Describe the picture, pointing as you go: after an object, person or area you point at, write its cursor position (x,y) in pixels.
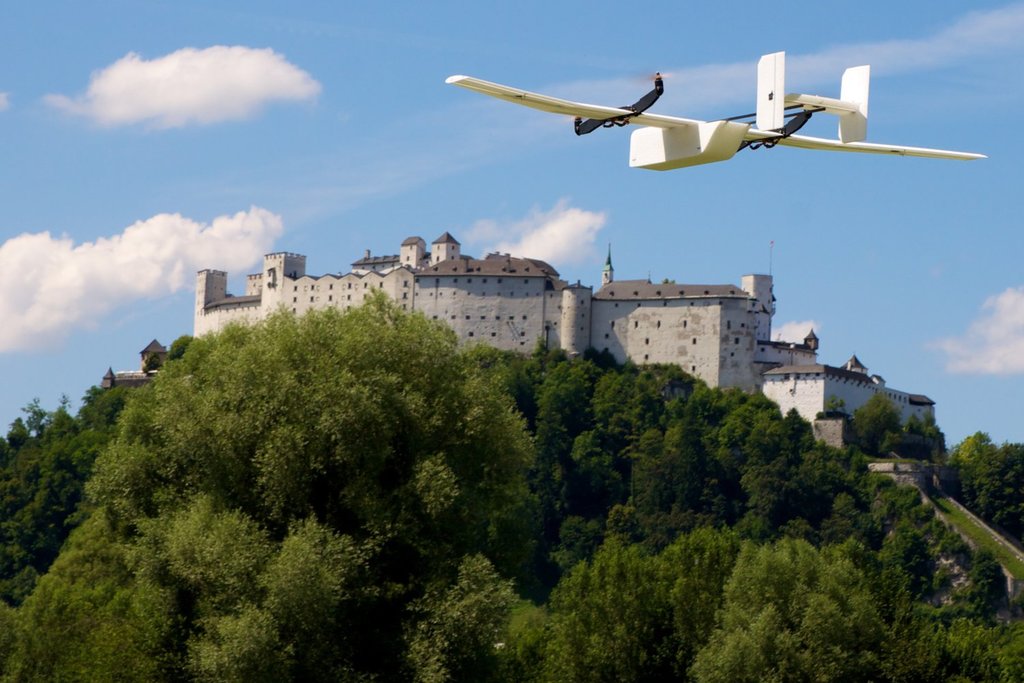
At the bottom of the picture (678,544), we see the trees (624,503). In the middle of the picture (432,301), we see the building (728,357) or a castle (458,334) with a grey color roof (474,263). At the top (712,140), we see an aircraft (645,144) in white color is flying in the sky (611,149). In the background (406,142), we see the clouds (198,106) and the sky (242,170), which is blue in color.
